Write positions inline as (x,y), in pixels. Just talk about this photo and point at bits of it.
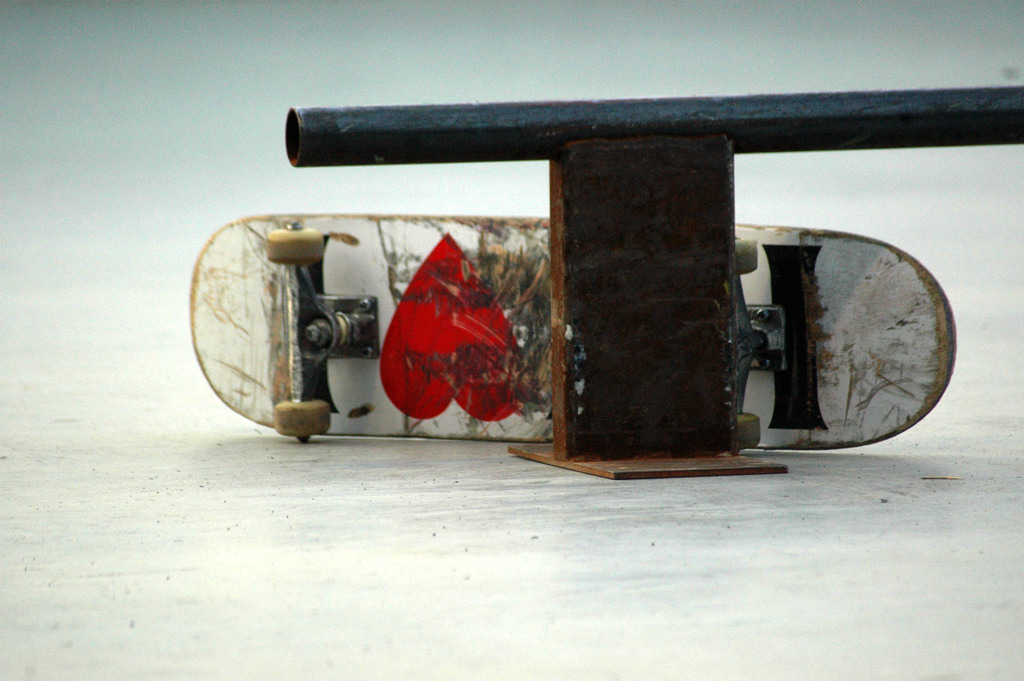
In this image we can see a skateboard (480,302) and a sketch (477,311) on it.
